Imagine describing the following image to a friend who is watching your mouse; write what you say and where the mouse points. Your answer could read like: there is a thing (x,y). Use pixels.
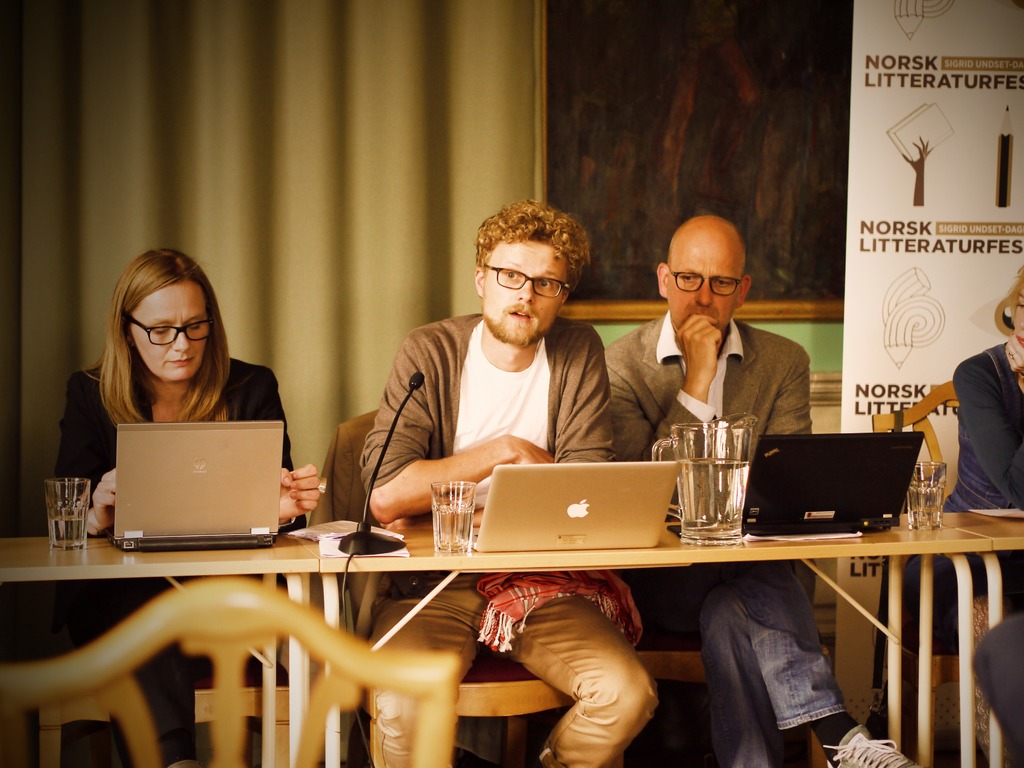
The people (312,496) are sitting on a chair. There is a table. There is a laptop (627,490), microphone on a table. We can see the background (932,157) is curtain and name board (906,181).
